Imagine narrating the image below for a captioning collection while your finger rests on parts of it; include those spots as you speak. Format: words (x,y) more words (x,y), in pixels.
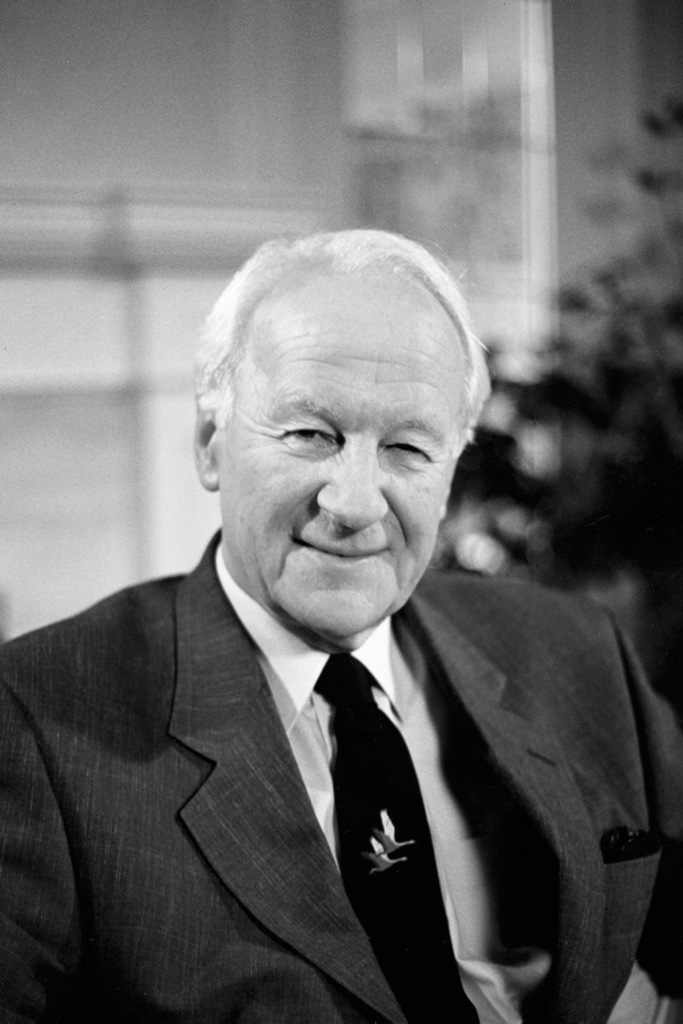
In the foreground of this black and white image, there is a man (287,795) wearing suit (275,800) and tie (359,754) and the background (111,316) image is blur.
